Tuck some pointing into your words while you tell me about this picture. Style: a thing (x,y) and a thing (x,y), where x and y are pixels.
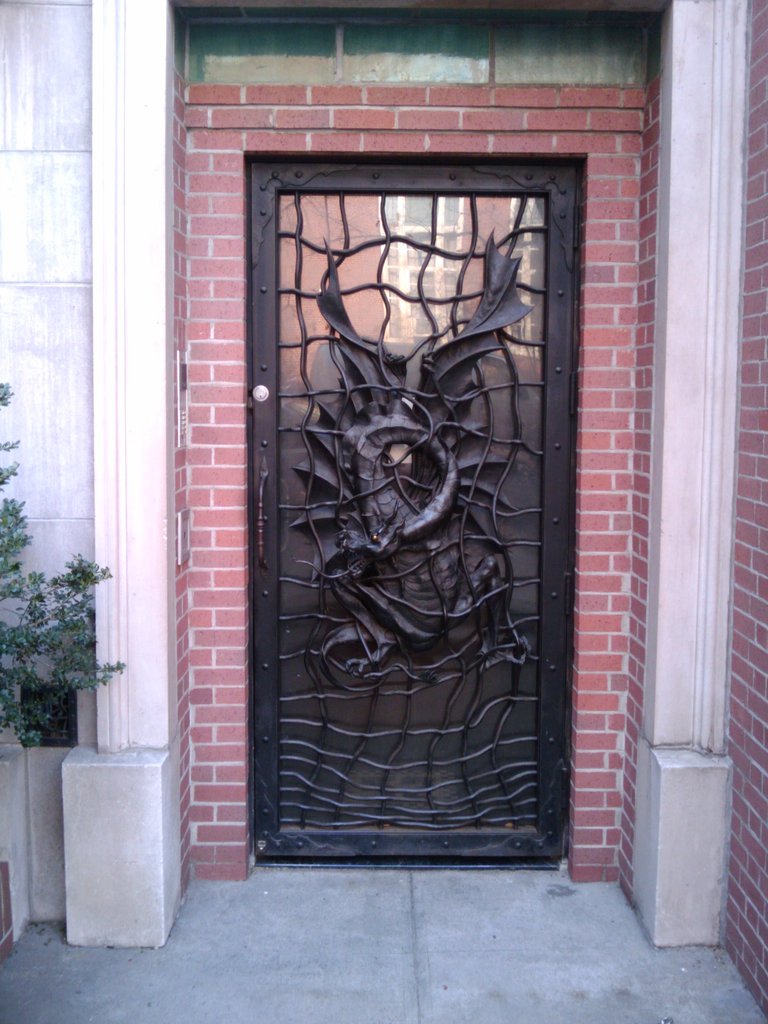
In this image, we can see a black color iron door (536,464), there is a pillar (721,823), at the left side (74,639) there is a green color plant (24,636).
